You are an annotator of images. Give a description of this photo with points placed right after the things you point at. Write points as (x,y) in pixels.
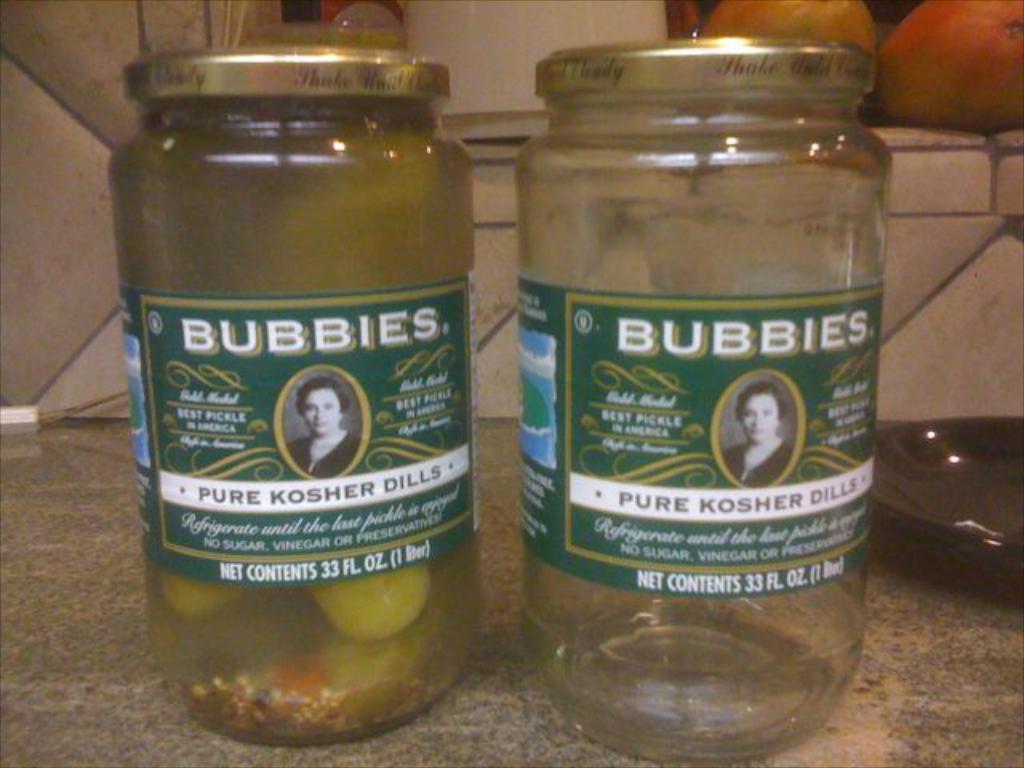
In this image we can see two glass bottles (413,324), one is empty and there are some items (348,602) in other bottle (312,383) and in the background of the image (51,101) there is a wall (44,225), there are some fruits (967,4).
